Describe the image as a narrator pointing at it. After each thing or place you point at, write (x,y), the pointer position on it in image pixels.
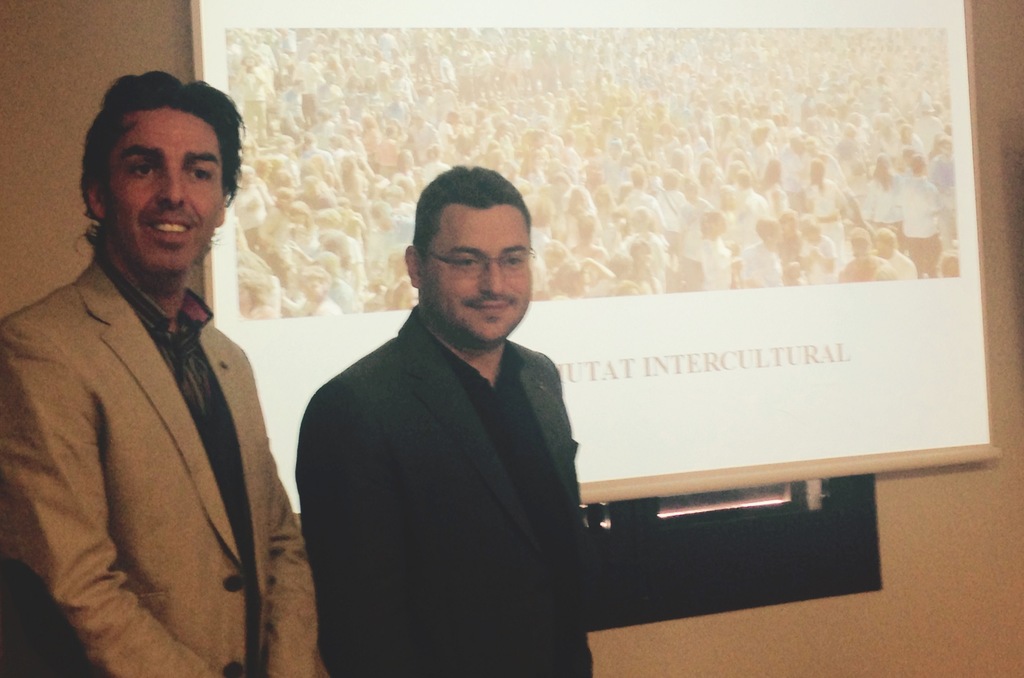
In this image, we can see people (416,321) wearing coats (124,471) and are standing and one of them is wearing glasses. In the background (422,152), we can see a screen (826,414) on the wall (846,609).
